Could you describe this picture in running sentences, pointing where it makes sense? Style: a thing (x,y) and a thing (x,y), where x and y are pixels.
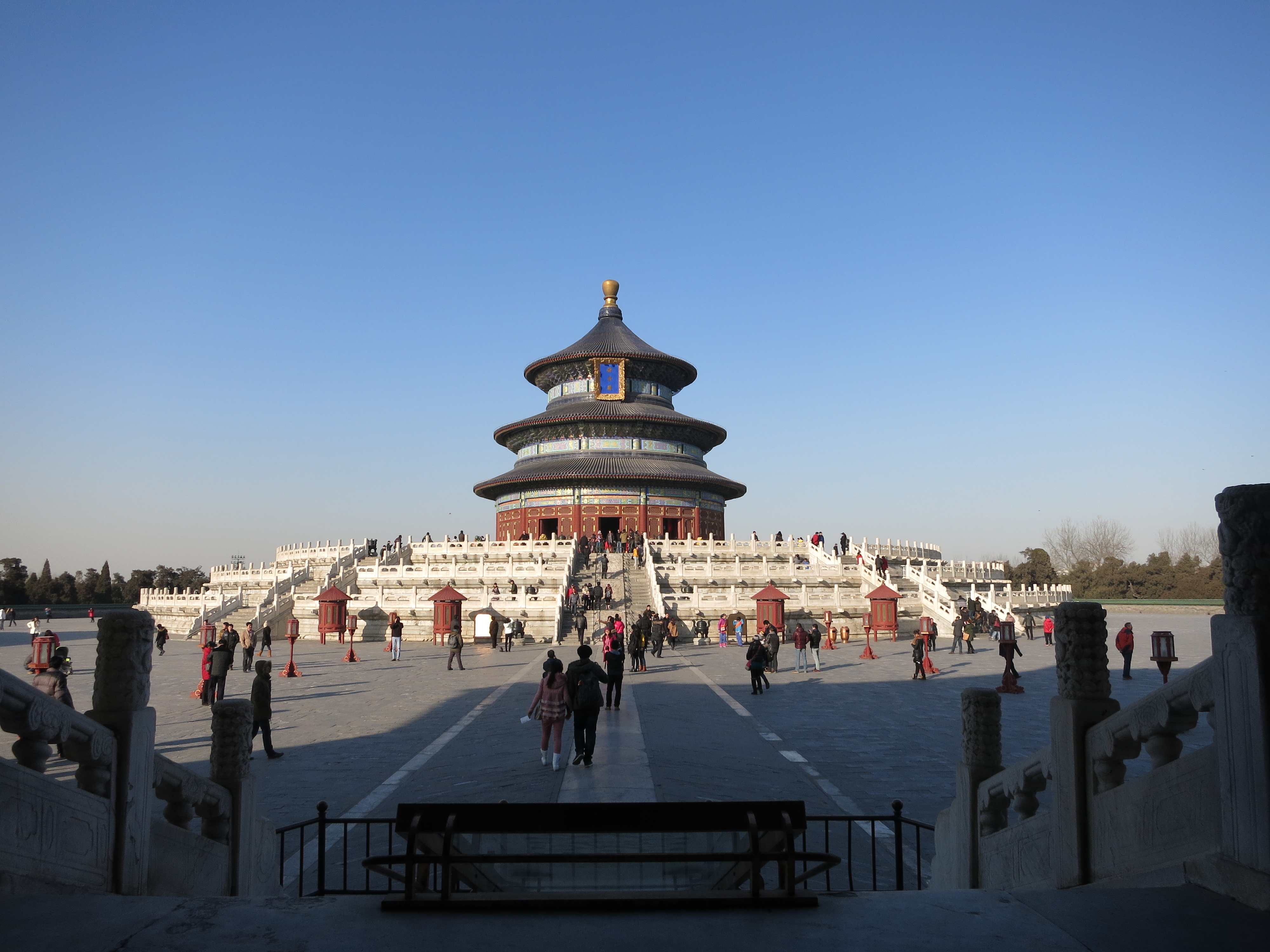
In this image we can see a group of persons (393,651) and a building (566,570) with stairs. In the foreground (113,807) we can see a stairs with walls (1165,814). Behind the building (385,560) we can see a group of trees (162,572). At the top (550,271) we can see the clear sky (266,270).
